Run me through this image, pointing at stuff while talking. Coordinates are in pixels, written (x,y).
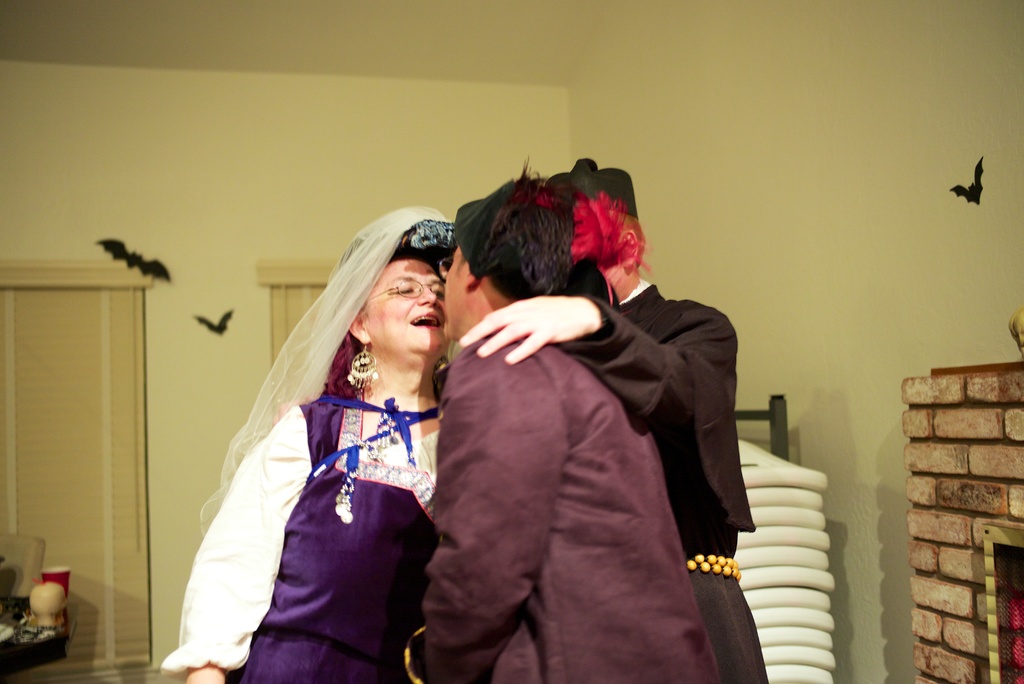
This is an inside view. Here I can see three persons (359,426) wearing costumes (361,514) and standing. On the left side (41,645) there is a table (39,652) on which few objects (46,589) are placed. In the background (230,143) there is a wall (349,124) and two curtains (84,423) and also I can see few bat decorations (217,328) on the wall (930,248). On the right side (964,511) there is a wall (944,458) and I can see few white color objects (796,548).
